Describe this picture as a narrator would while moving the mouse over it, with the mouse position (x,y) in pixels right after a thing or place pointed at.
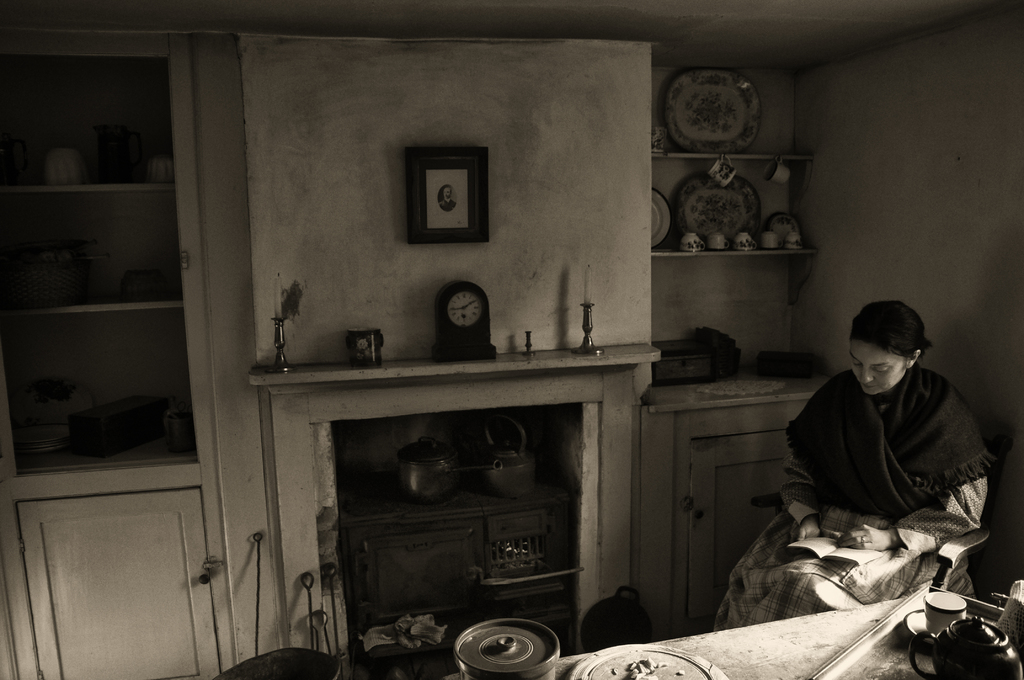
In this image I can see a woman (928,486) is sitting on the chair (942,563) and holding book (846,562). I can see cups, jar (529,660) and few objects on the table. Back I can see a cupboard (105,237), racks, watch (477,297) and candles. The frame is attached to the wall (330,136). I can see few vessels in the cupboard (96,652).
